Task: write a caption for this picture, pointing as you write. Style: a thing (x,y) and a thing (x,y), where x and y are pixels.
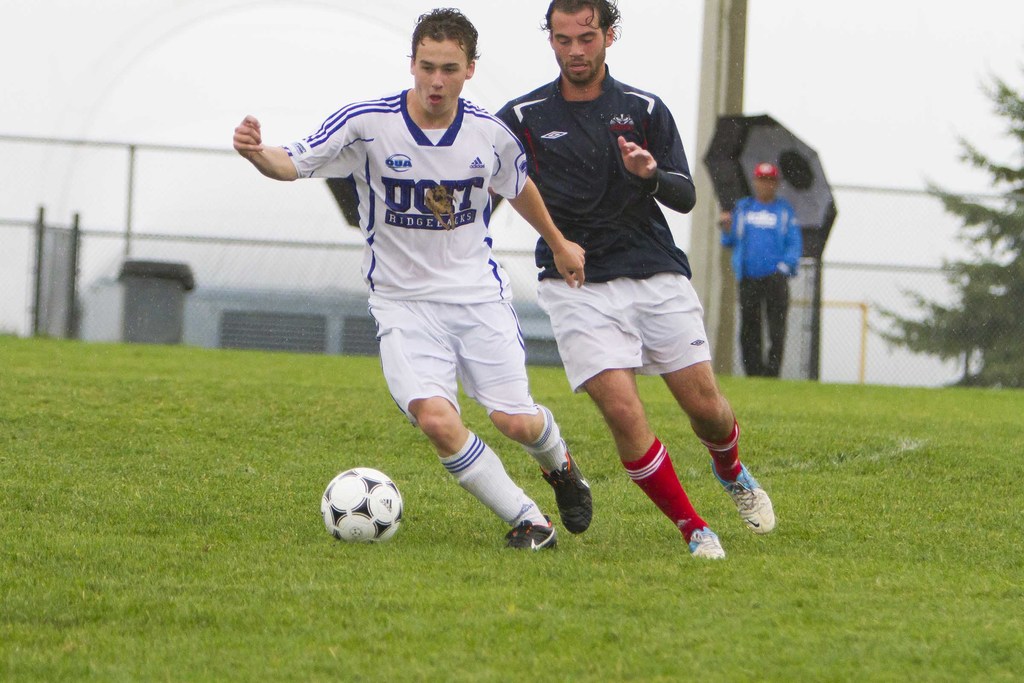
In this image I can see two persons (645,476) playing football. I can see some grass (480,624) on the ground (480,624). In the background (758,174) I can see a person (776,321) holding an umbrella (791,174).
